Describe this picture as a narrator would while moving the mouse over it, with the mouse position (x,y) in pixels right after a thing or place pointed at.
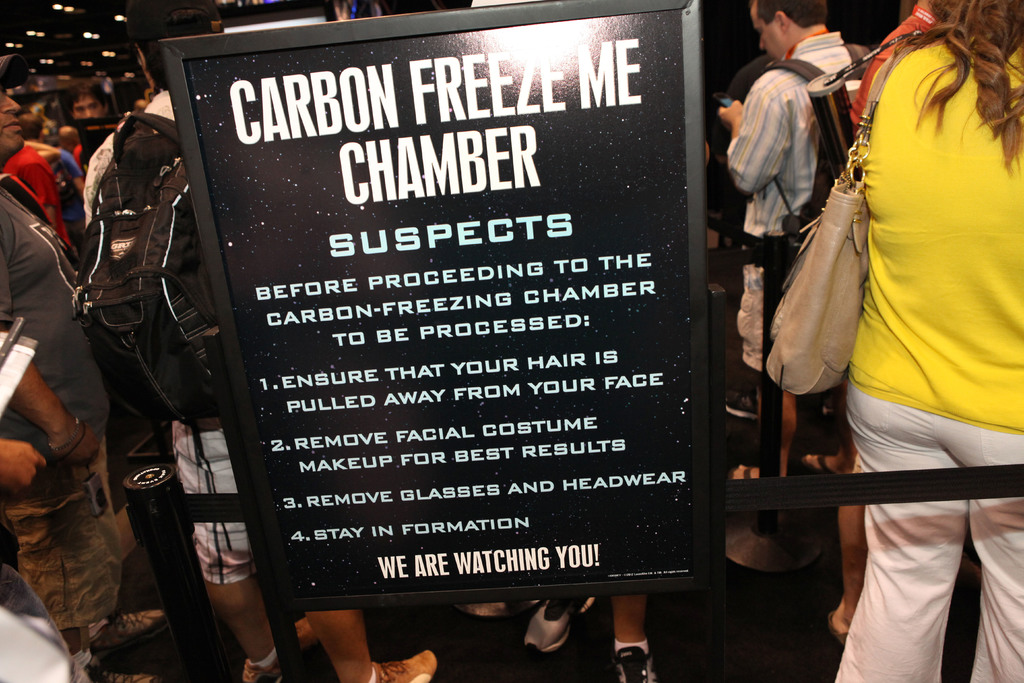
Here in this picture we can see a board (673,570) present on the floor (574,616) over there and on that board (319,404) we can see some text (303,117) present and we can also see number of people (76,408) standing and walking on the floor (822,426) over there and most of them are carrying handbags (799,326) and bags (118,282) with them and on the roof (74,28) we can see lights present over there.
